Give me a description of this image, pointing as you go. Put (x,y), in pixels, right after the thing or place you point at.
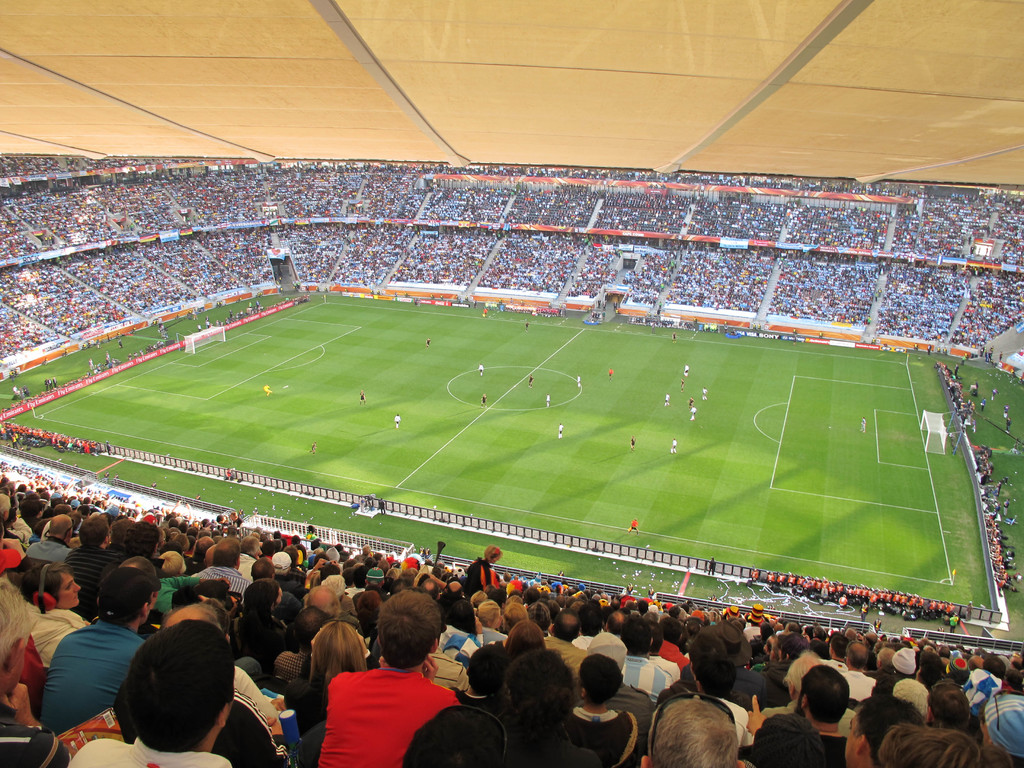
In this image I can see a crowd (150,293) in the stadium (318,342) and group of people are playing a football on the ground (532,449). This image is taken during a day on the ground (671,508).
